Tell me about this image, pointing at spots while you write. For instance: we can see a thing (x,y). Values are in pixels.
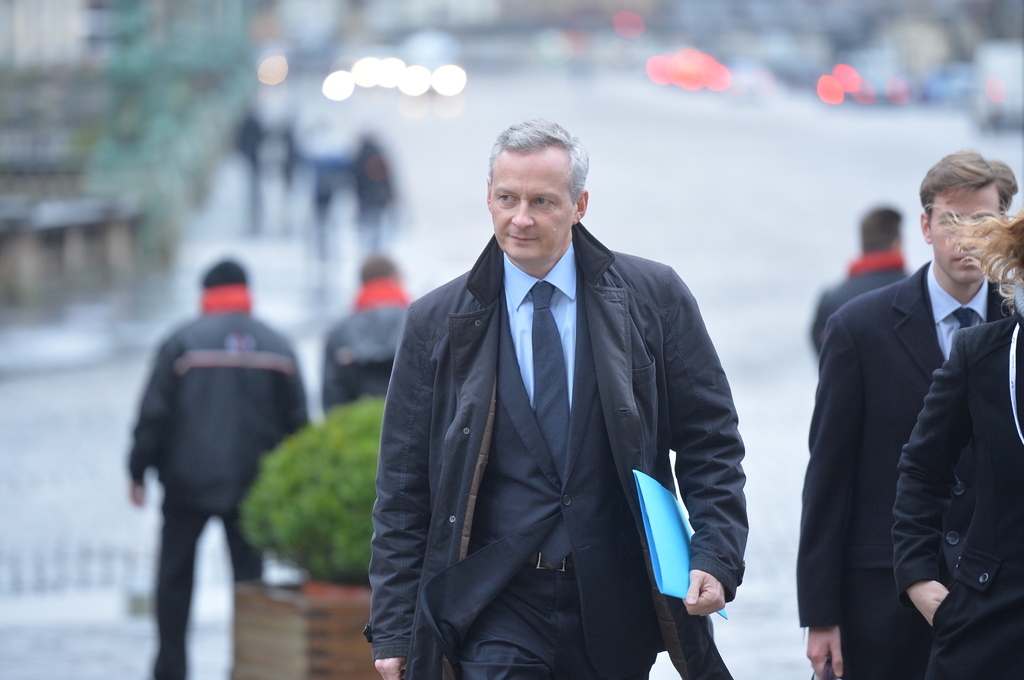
In this picture there is a person (574,314) holding the file (669,582) and he is walking. On the right side of the image (969,655) there are two persons (941,562) walking. At the back (250,431) there are group of people (194,402). At the back (76,136) the image is blurry and there are plants (302,443) and there are vehicles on the road (767,109).
